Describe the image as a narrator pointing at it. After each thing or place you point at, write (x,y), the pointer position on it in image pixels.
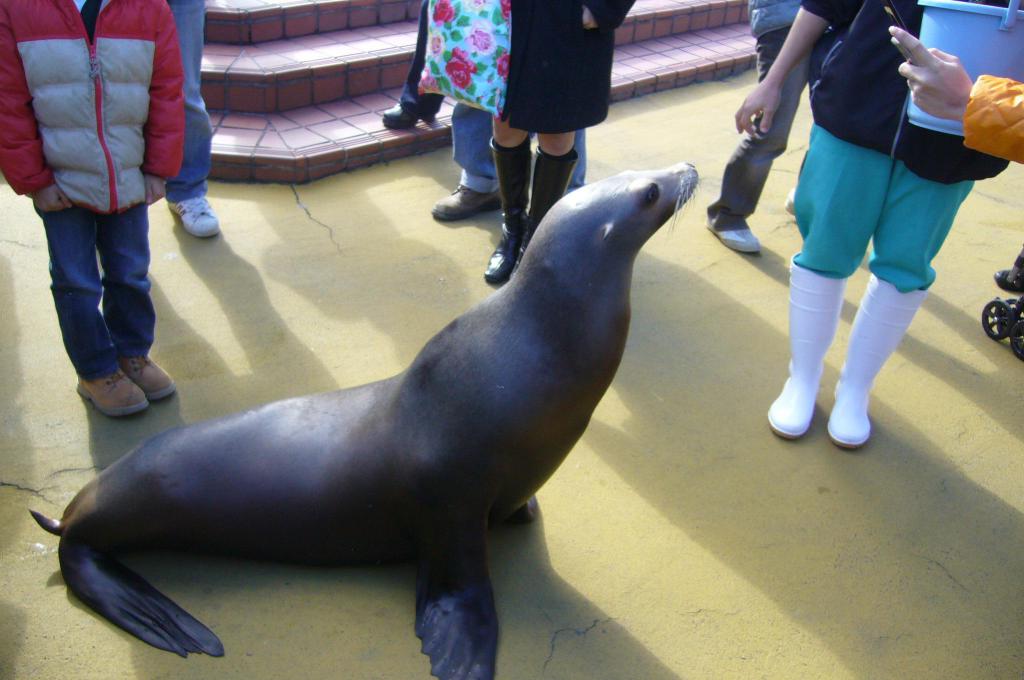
There is a seal (295,467) at the bottom of this image (377,480) and there are some persons (70,142) standing in the background (67,129).
